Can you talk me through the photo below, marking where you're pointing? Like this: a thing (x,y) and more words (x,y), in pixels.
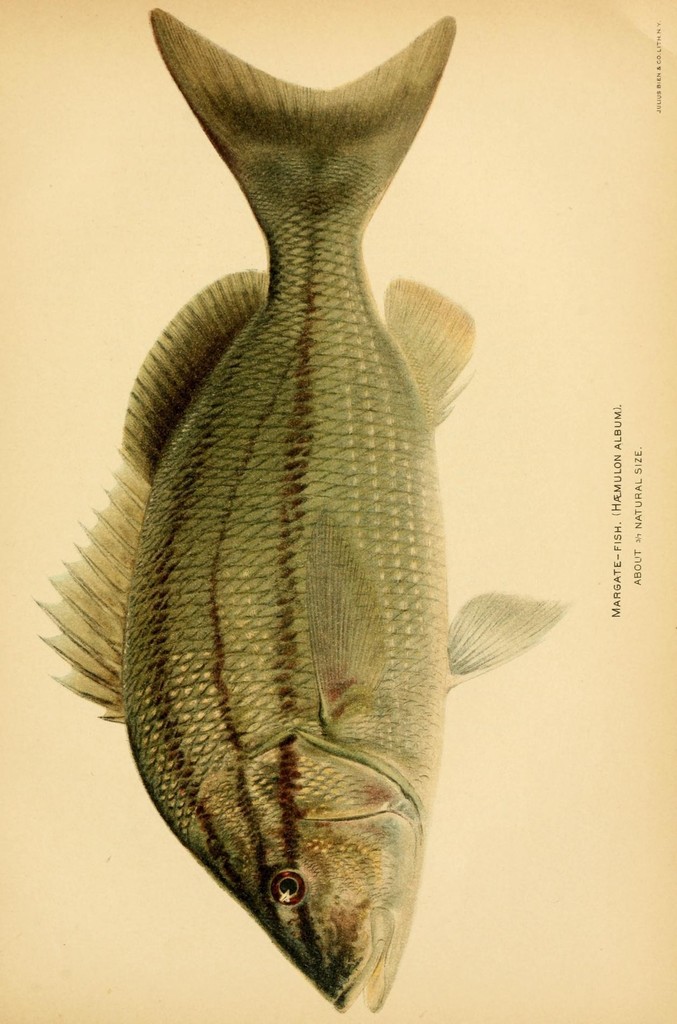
In this picture we can see the drawing (277,583) of a fish (306,652) on the paper (556,761). On the paper (620,539), it is written something.
